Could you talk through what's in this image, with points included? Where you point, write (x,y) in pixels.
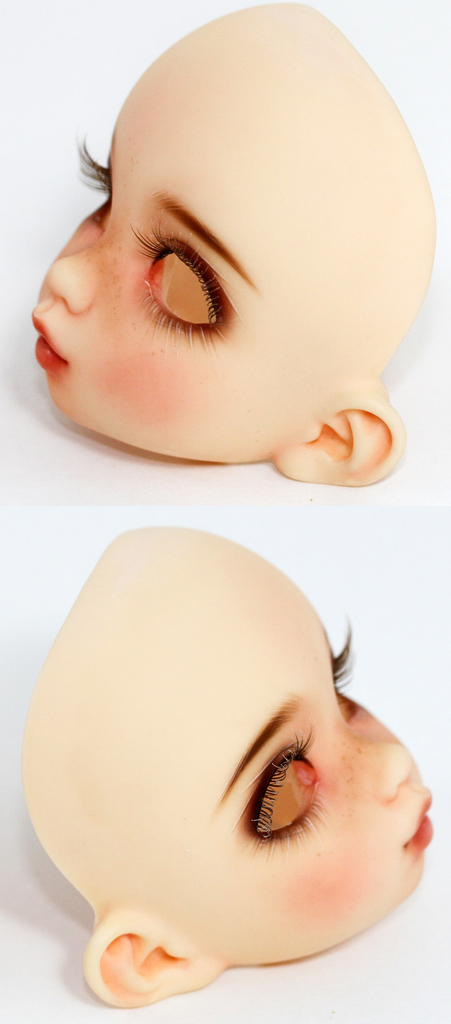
In this picture we can observe face (226,738) of two dolls (179,435). The background (55,62) is in white color. The face (257,594) of the dolls (205,357) is in cream color.
